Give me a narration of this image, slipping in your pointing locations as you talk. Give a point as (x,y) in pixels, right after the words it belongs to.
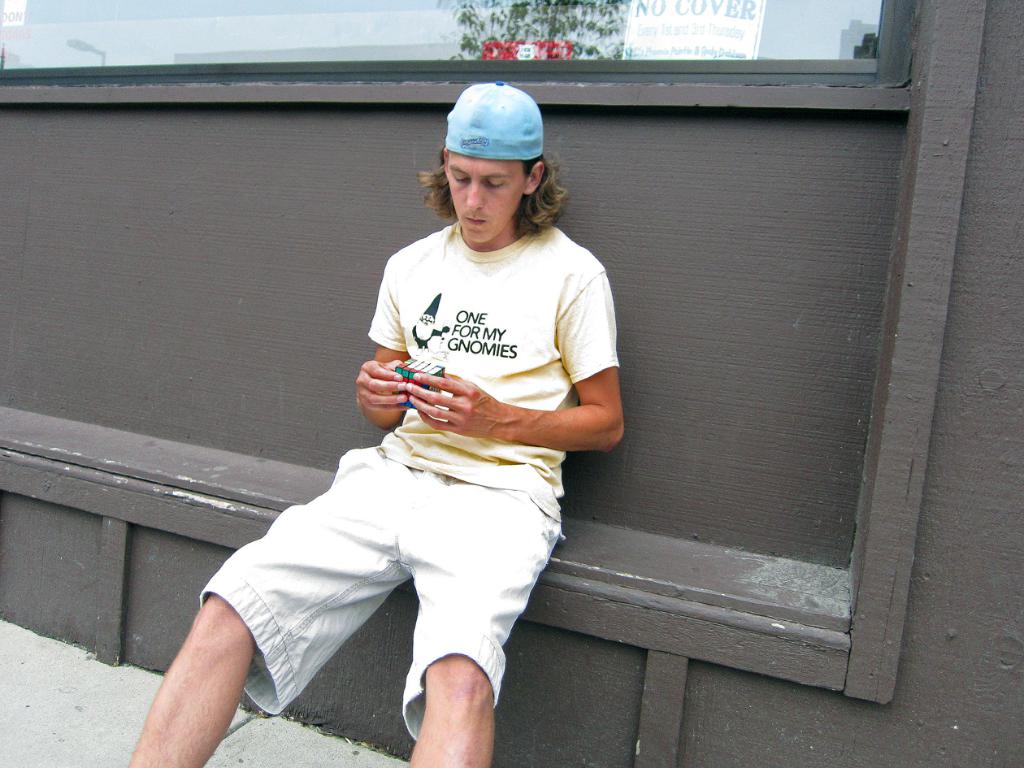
In this image there is a person (438,486) sitting and holding a cube (413,364), there is a wooden wall (275,254) behind the person (431,403), there is a glass (459,29), there is a paper (693,28) with text (705,26) on it.
